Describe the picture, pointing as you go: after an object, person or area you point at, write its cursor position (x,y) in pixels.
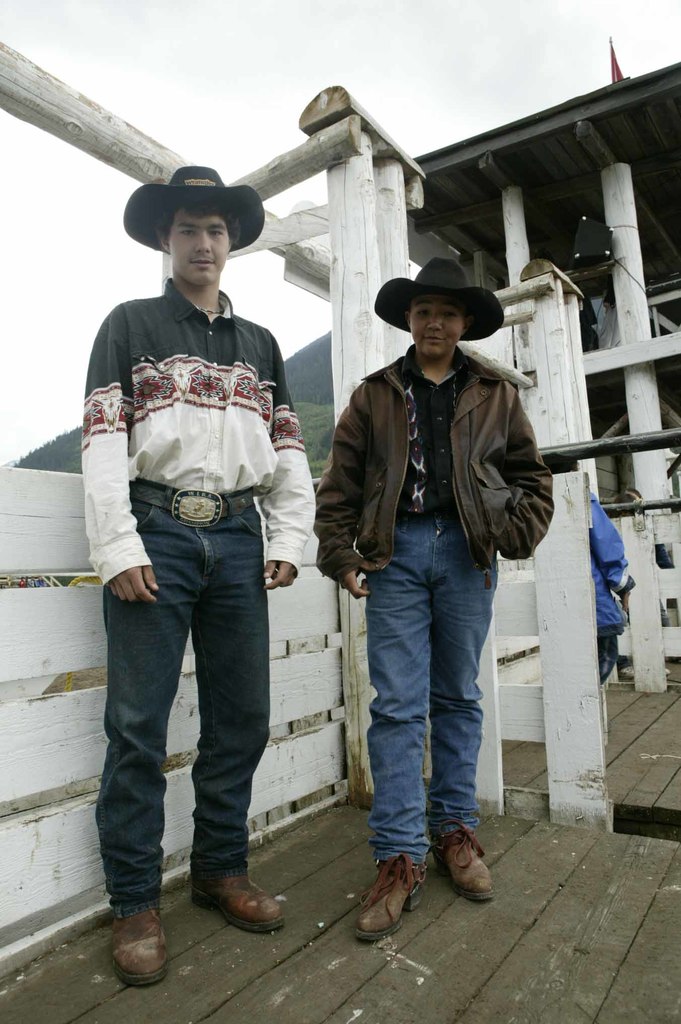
In this image we can see two men (235,452) are standing, he is wearing the shirt (219,486), at the back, here are the trees (313,379), at above here is the sky (313,337).
